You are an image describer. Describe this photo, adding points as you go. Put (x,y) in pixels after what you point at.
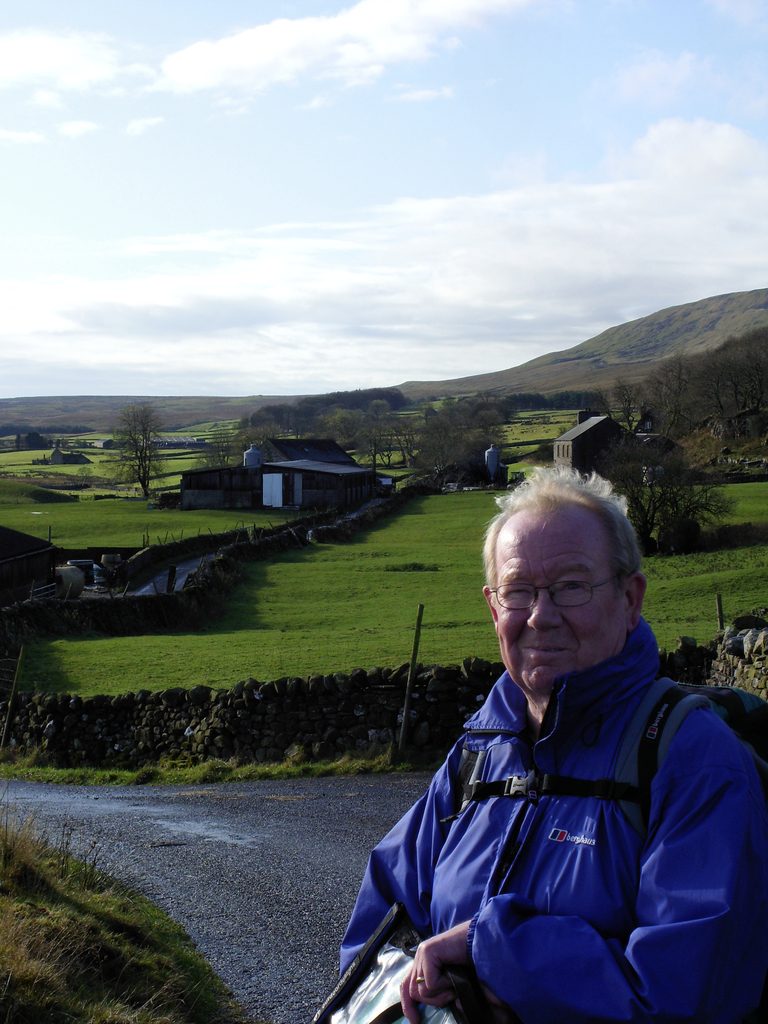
In this picture we can see person (559,809) on the road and he is holding a bag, behind we can see some houses (346,475), trees (694,386), grass (116,645) and stones (319,702).
